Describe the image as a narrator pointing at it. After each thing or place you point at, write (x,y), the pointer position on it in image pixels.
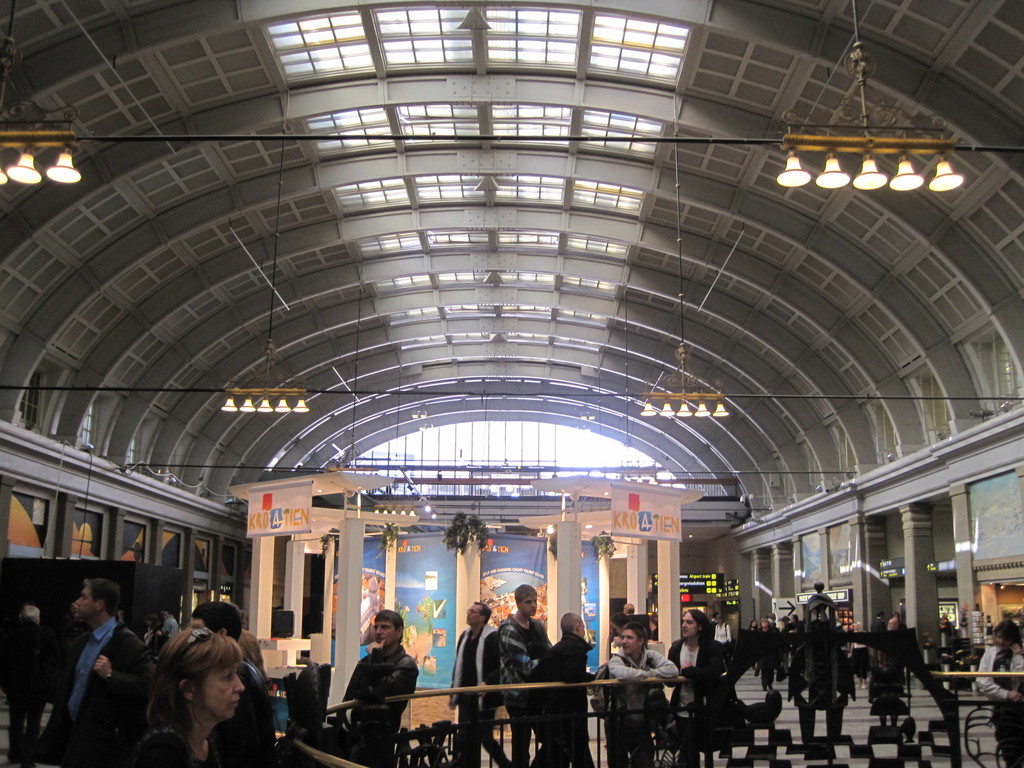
This is the picture of a building (992,548). In the foreground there are group of people (624,662) standing at the railing (315,748). At the back (545,557) there are boards (402,541) and there is text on the boards (496,605). At the top (9,106) there are lights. At the bottom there is a floor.
